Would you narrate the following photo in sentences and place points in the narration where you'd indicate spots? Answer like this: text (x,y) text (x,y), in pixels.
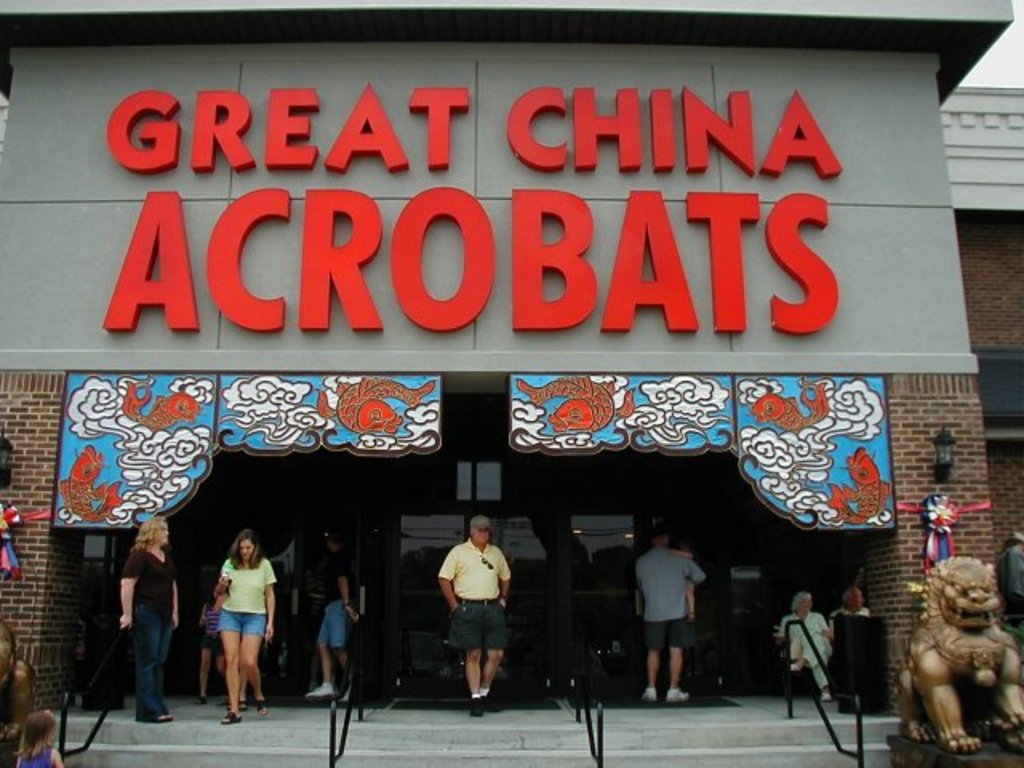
This looks like a building (904,293) with a name board (460,311). I can see few people (327,592) walking and few people (678,613) standing. These are the stairs (518,751). On the right side of the image (958,718), that looks like a sculpture (951,737). I can see a lamp (950,471), which is attached to a building wall (932,448).
